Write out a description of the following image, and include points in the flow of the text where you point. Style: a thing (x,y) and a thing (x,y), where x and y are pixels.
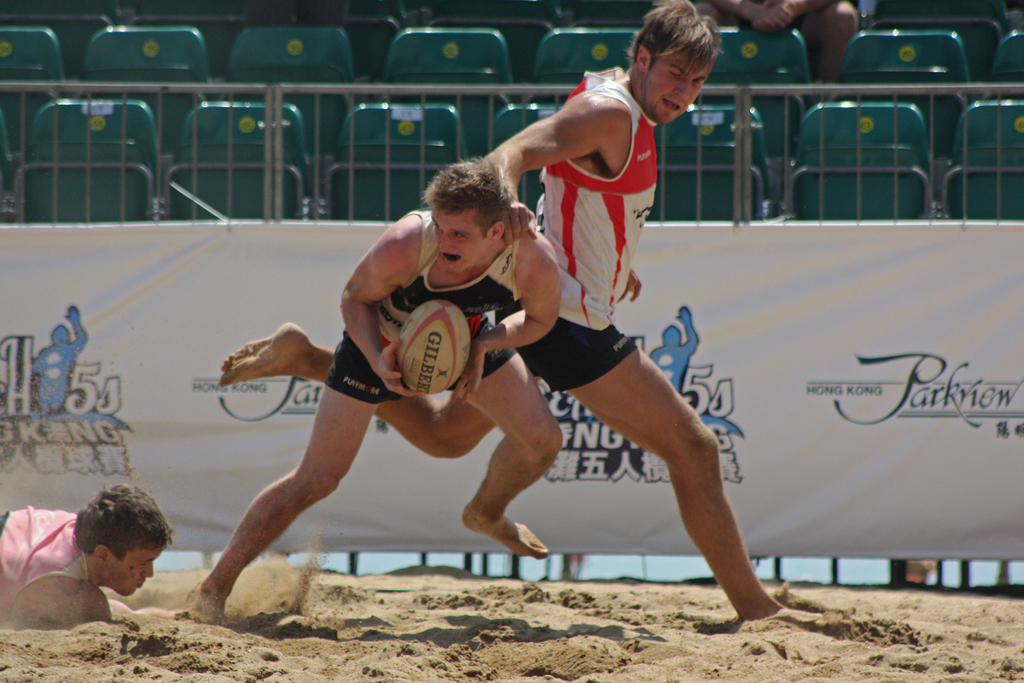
In the foreground of the picture (408,399) there are people (321,465) playing rugby. At the bottom (481,624) there is sand (678,622). In the center of the background (179,320) there is a banner (925,307) to the railing (276,164). At the top (330,48) there are chairs (762,47), there is a person (784,17) sitting in a chair (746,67).
